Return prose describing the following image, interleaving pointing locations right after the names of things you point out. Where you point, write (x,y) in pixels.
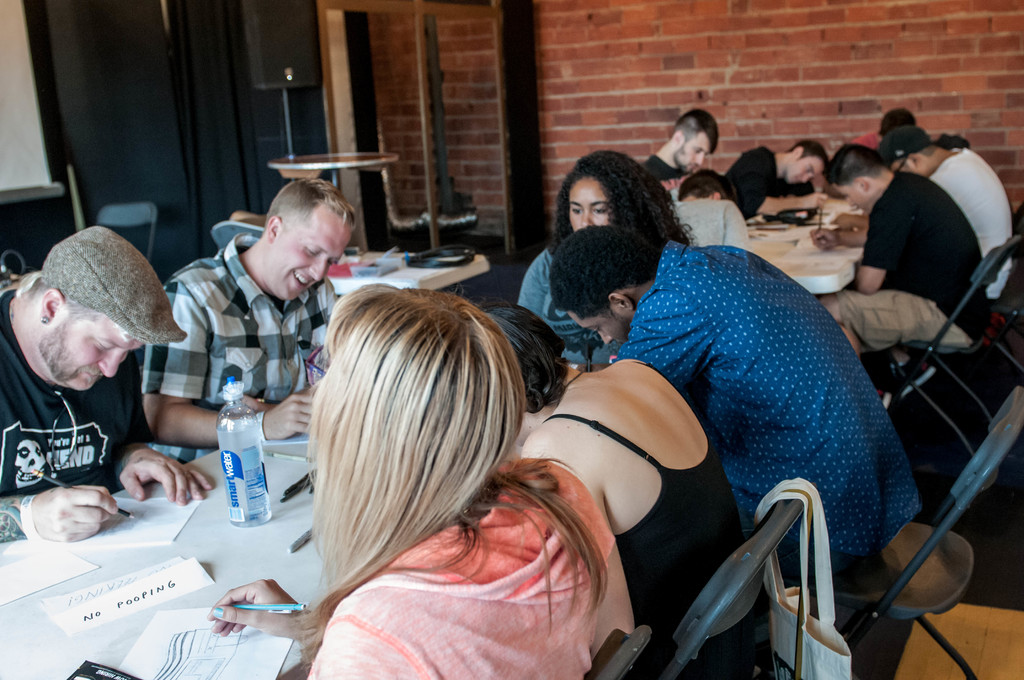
In the foreground of this image (649,314), there are people (476,492) sitting on chair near a table (298,561). On table (196,509), there are papers (176,583), bottles (254,486), and pens (310,489). In background (165,150), there is a table (429,269), chair (247,233), curtain (153,79), and a brick wall (587,76).
